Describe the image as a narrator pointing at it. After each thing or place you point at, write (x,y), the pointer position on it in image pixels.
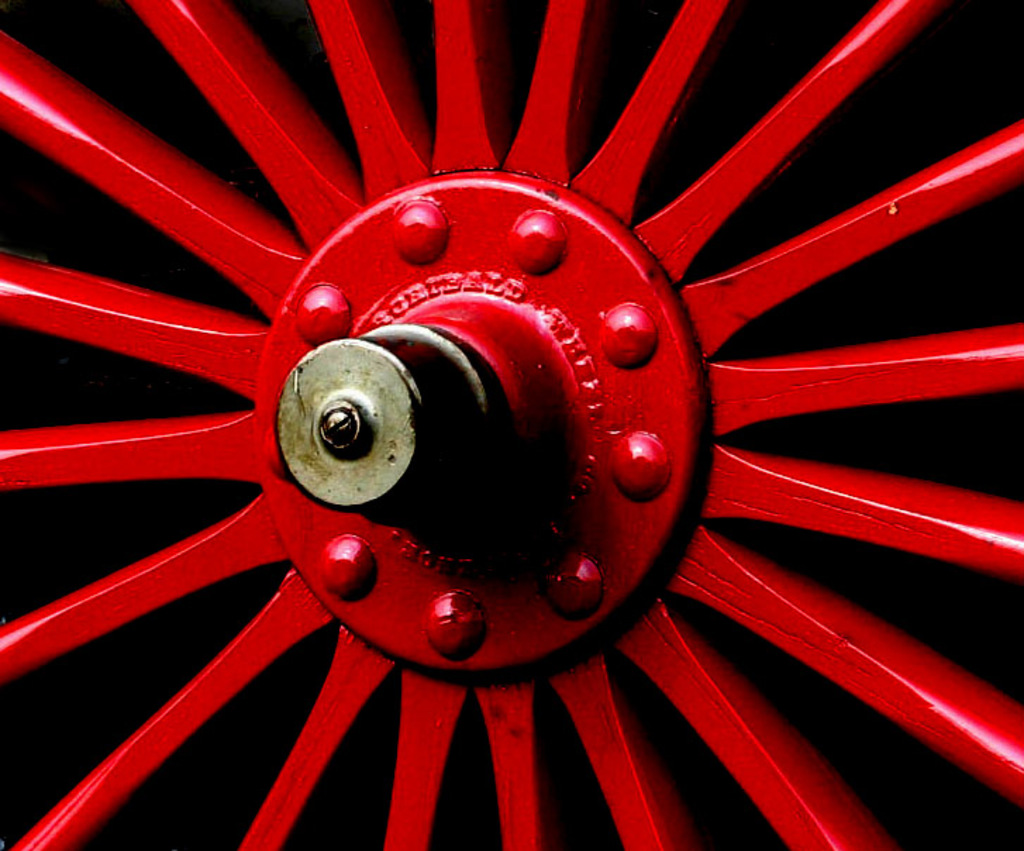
In this picture there is a machine (693,290) which is in red color and there are bolts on it.
